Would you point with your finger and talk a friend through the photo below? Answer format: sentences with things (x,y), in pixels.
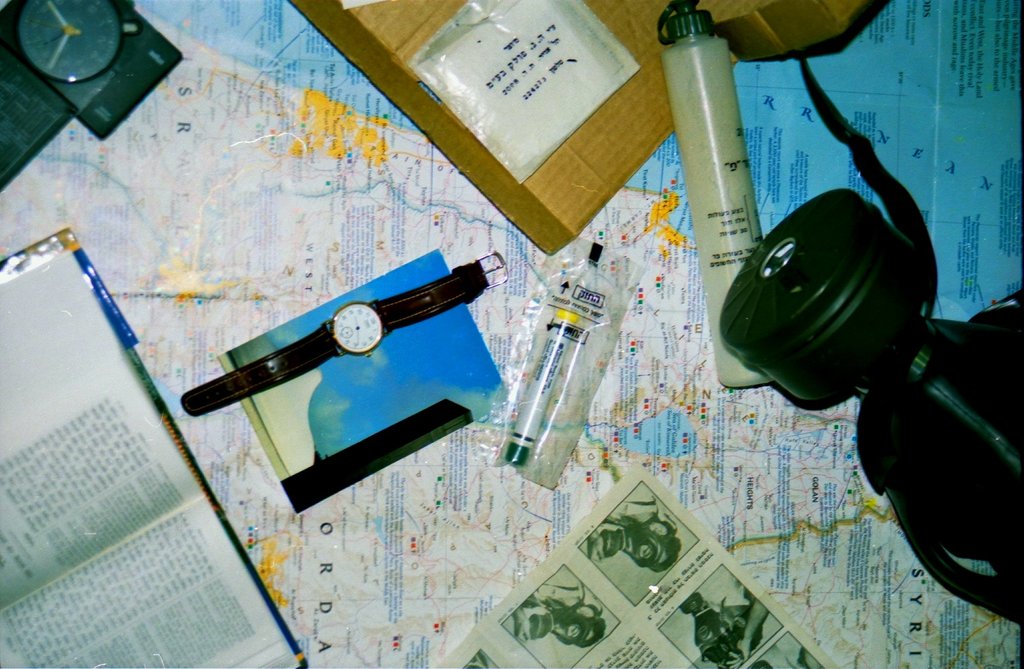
In this picture we can see watches (81,45), newspaper (661,663) and some objects (884,375) on the map (249,234).
